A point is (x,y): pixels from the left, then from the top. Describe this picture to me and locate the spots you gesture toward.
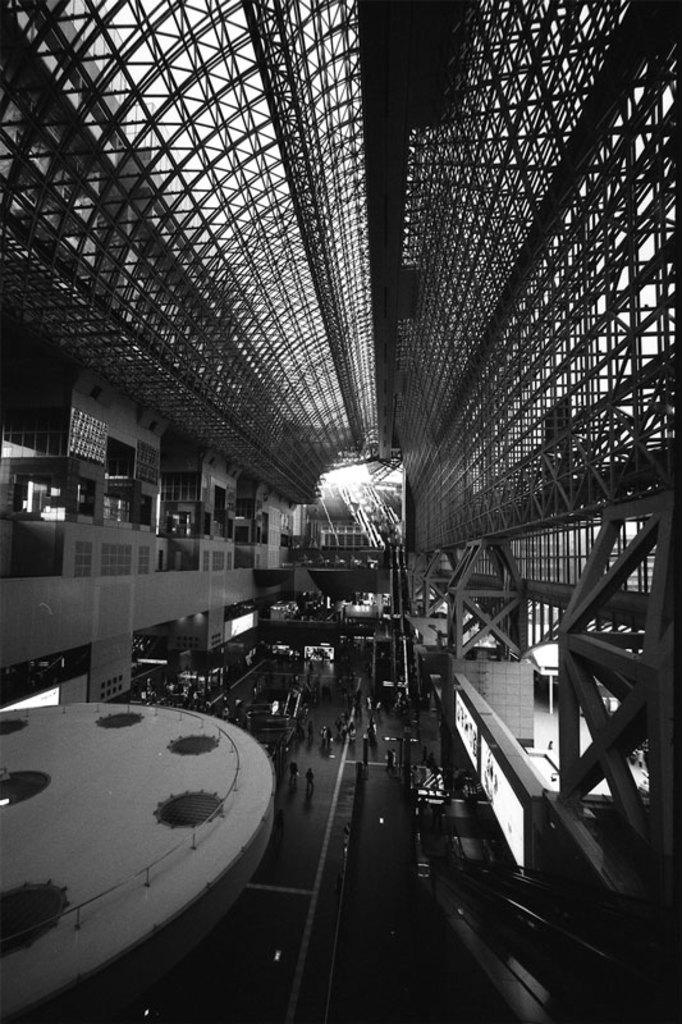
This is a black and white image, as we can see there are some persons (323,726) standing at the bottom of this image (352,728). There is a roof (268,275) at the top of this image (327,288).
